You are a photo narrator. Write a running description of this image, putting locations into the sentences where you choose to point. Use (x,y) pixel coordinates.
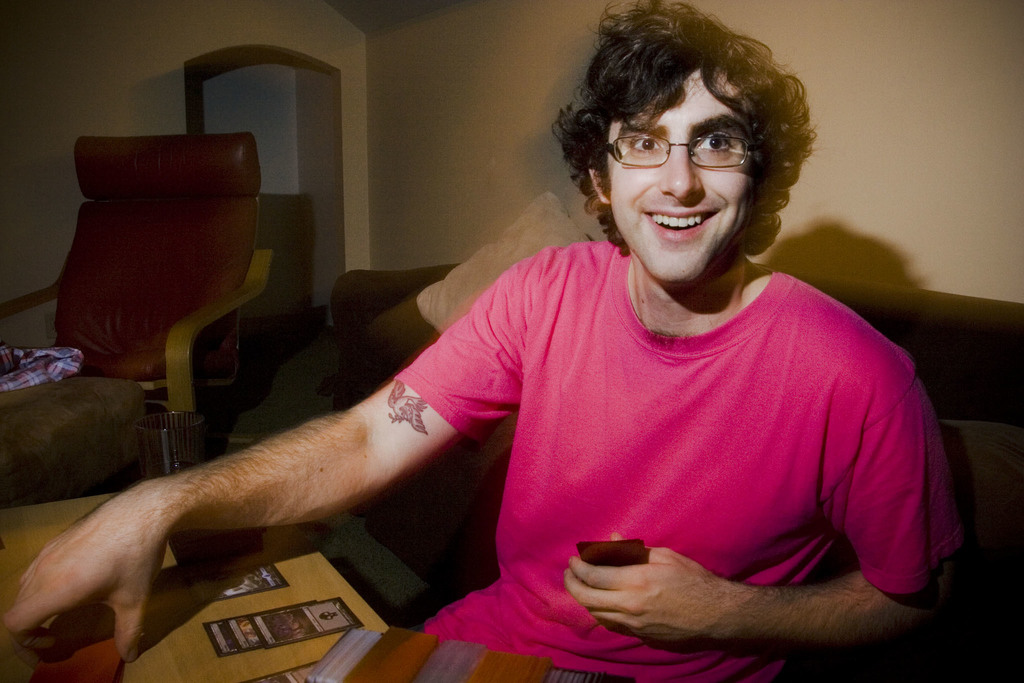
In the given image we can see a person (564,431) sitting on a chair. This is a sofa chair (100,266) and he is holding an object (597,560) in his hand (569,573).
